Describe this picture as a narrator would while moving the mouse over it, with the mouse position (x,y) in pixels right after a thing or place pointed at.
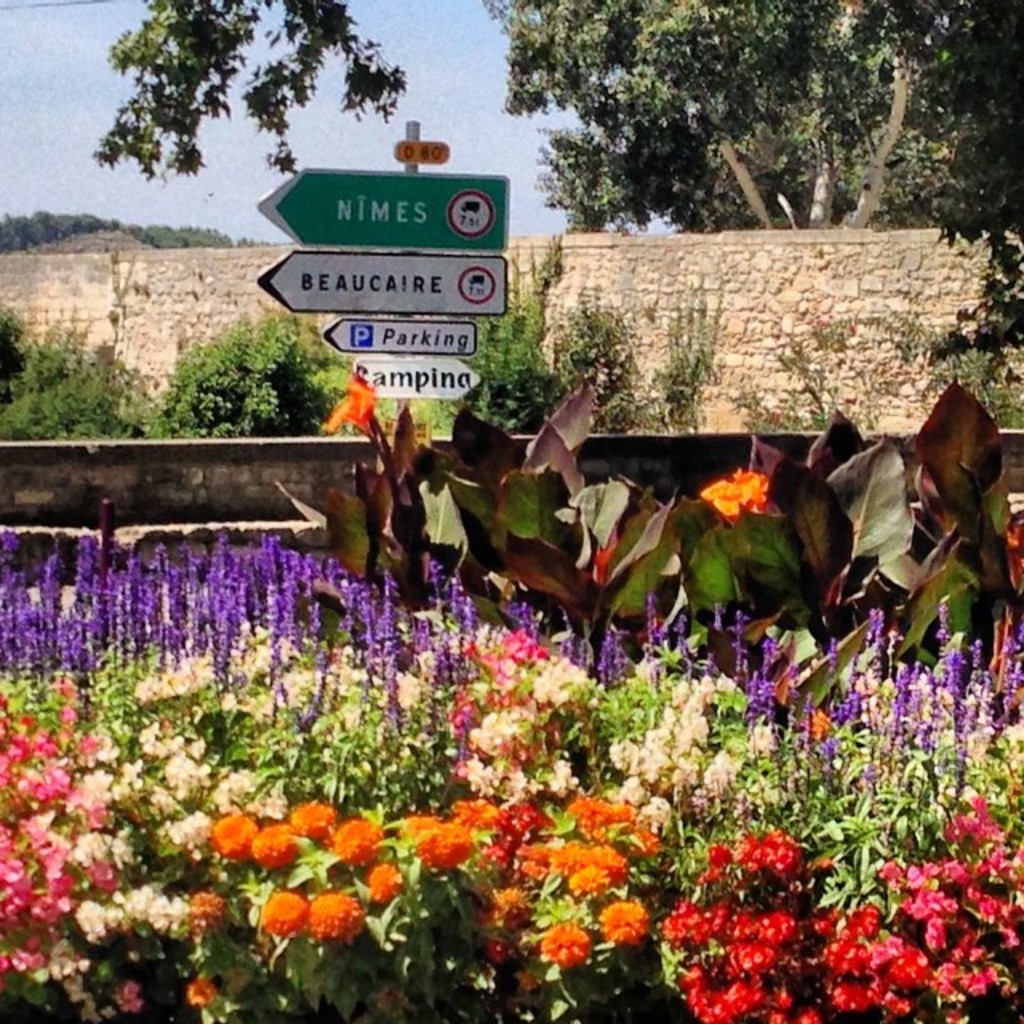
In this picture we can see flowers (284,673), plants (225,388), trees (886,48), walls (189,285), name boards (383,323) attached to a pole (414,138) and in the background (103,135) we can see the sky (311,147).
